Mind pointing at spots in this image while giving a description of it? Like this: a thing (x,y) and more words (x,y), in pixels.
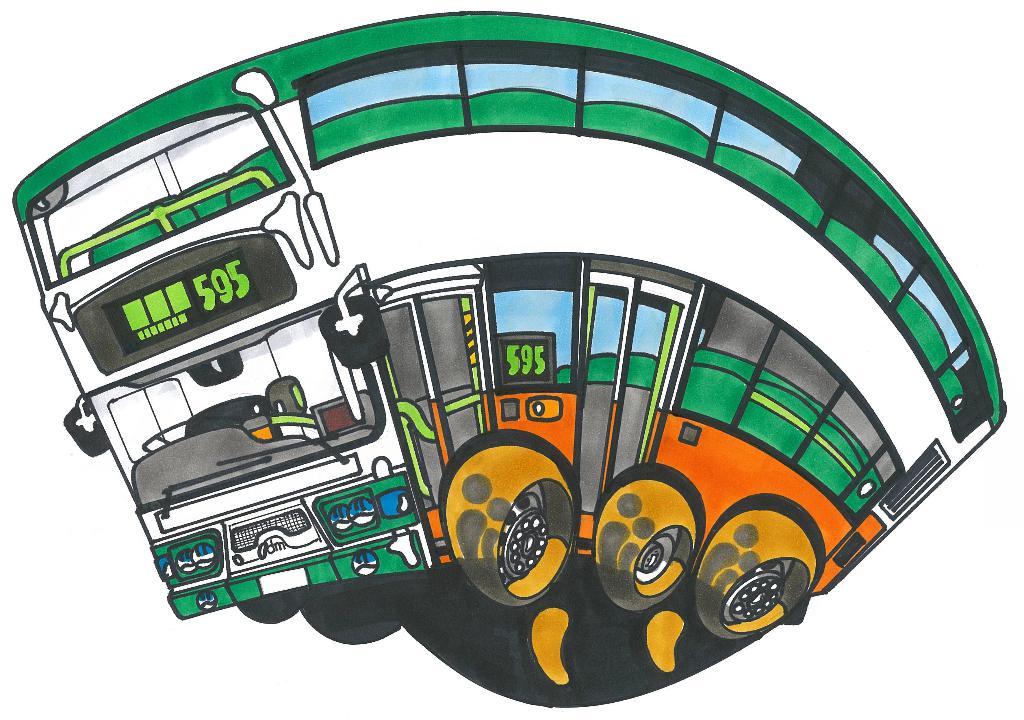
This is a painting and in this painting we can see a bus (238,375).
